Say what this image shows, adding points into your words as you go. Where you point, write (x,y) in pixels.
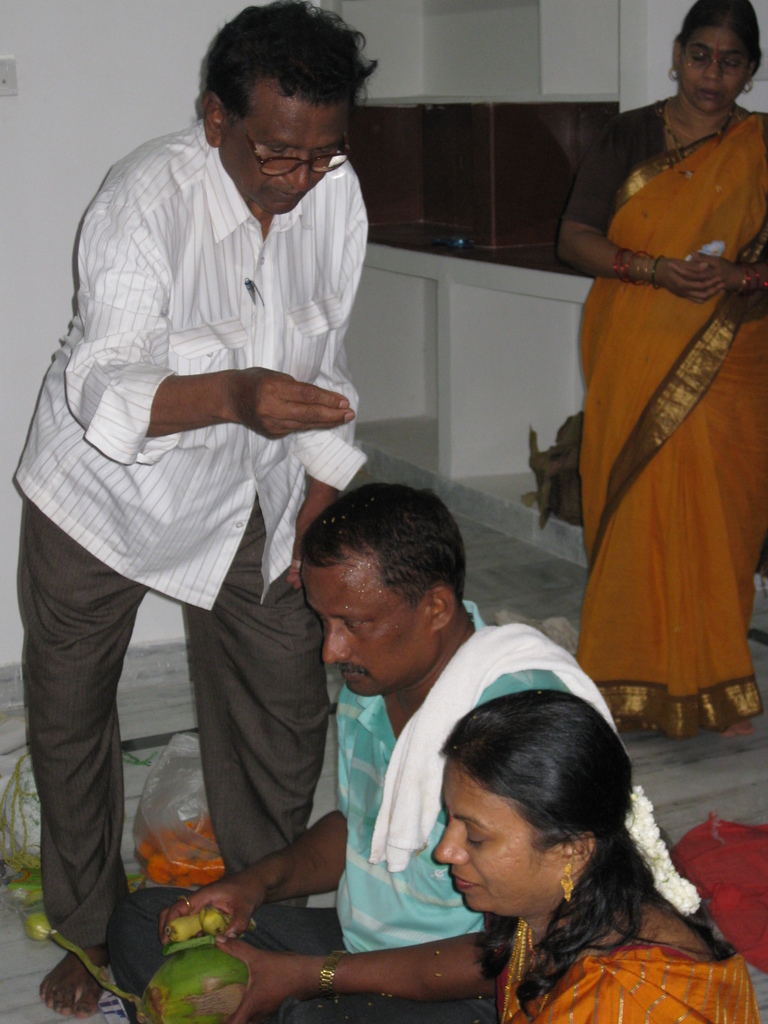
In front of the image there is a couple (444,789) sitting on the floor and holding some objects (197,925) in their hands (275,959), beside them there is a person (214,488) standing, behind them there is a woman (669,382) standing, on the floor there are some objects (187,789), behind them there is a wall (127,91) with shelves (474,357).
